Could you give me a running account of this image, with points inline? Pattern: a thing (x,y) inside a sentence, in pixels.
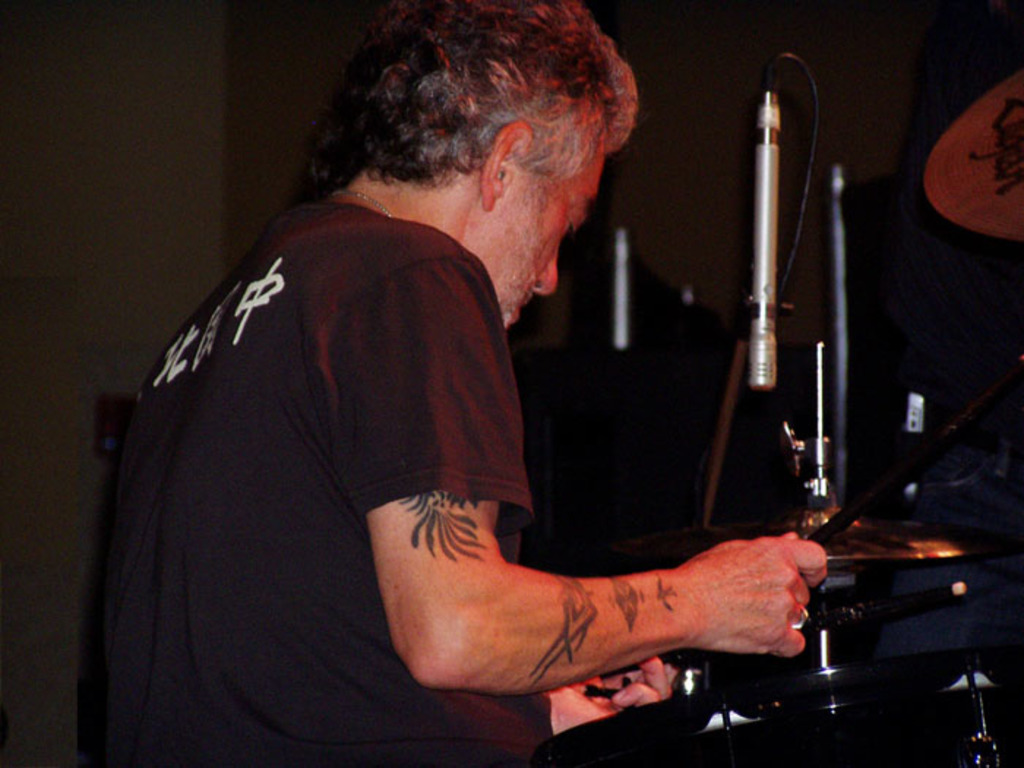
In this picture we can observe a person (257,388) wearing black color T shirt (242,415). He is sitting in front of drums (668,739) and playing them. We can observe a mic (764,200) and a stick (826,530) in his hand (756,597). In the background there is a wall (224,228).
